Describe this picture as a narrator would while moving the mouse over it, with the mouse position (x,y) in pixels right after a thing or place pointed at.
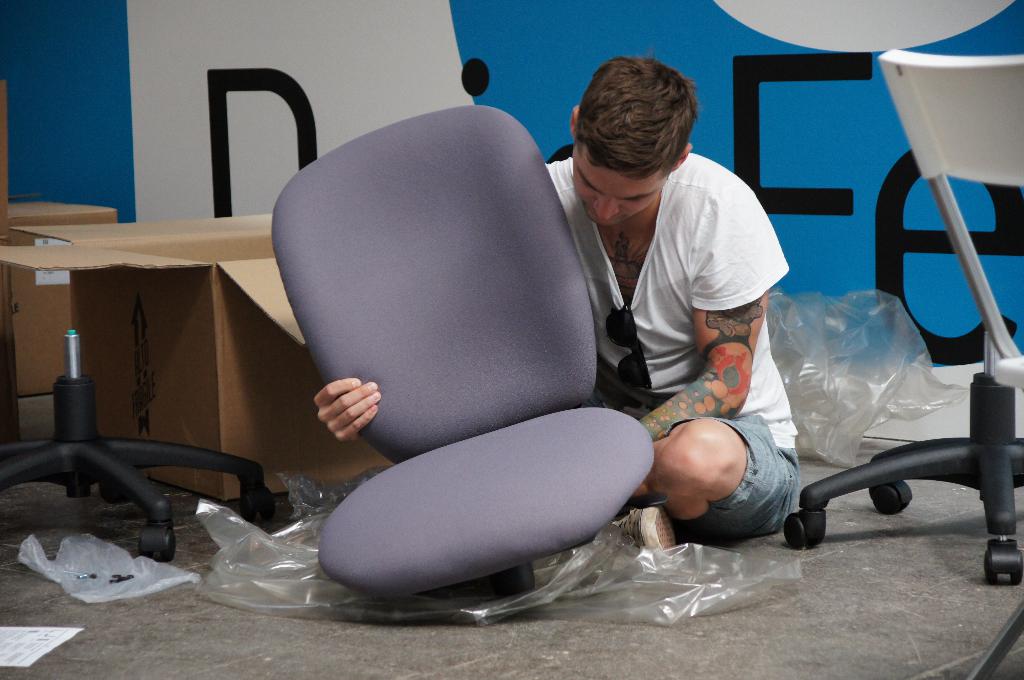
There is a man (703,290) sitting on the floor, repairing a seat (419,382). He is having a spectacles (634,362). In the background (196,294), there is a box (206,270) and a wall (381,60) here.
